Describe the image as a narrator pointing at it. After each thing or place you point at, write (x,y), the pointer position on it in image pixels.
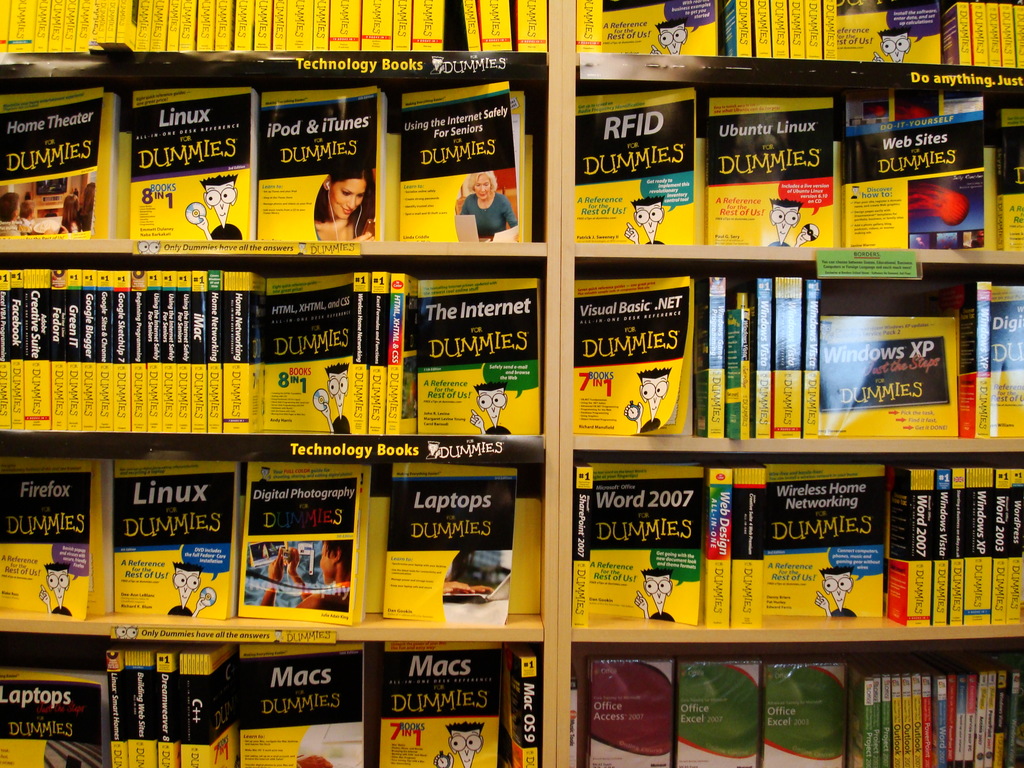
In this picture we can see the books (34,419) arranged in the racks (556,280).
